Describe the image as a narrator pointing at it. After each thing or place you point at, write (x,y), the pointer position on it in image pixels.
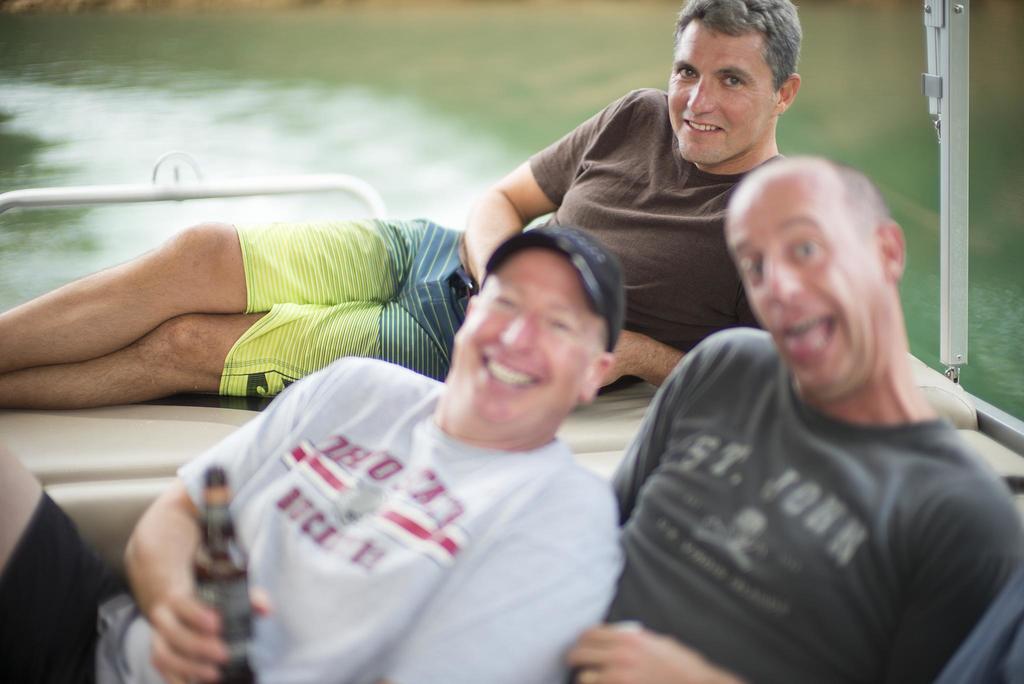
This picture is clicked outside. In the foreground (424,442) we can see the group of persons (711,439) wearing t-shirts (473,467), smiling and seems to be sitting on an object (138,452) and we can see a bottle (224,540) and metal rods (154,166). In the background (436,76) we can see a water body (420,118).
